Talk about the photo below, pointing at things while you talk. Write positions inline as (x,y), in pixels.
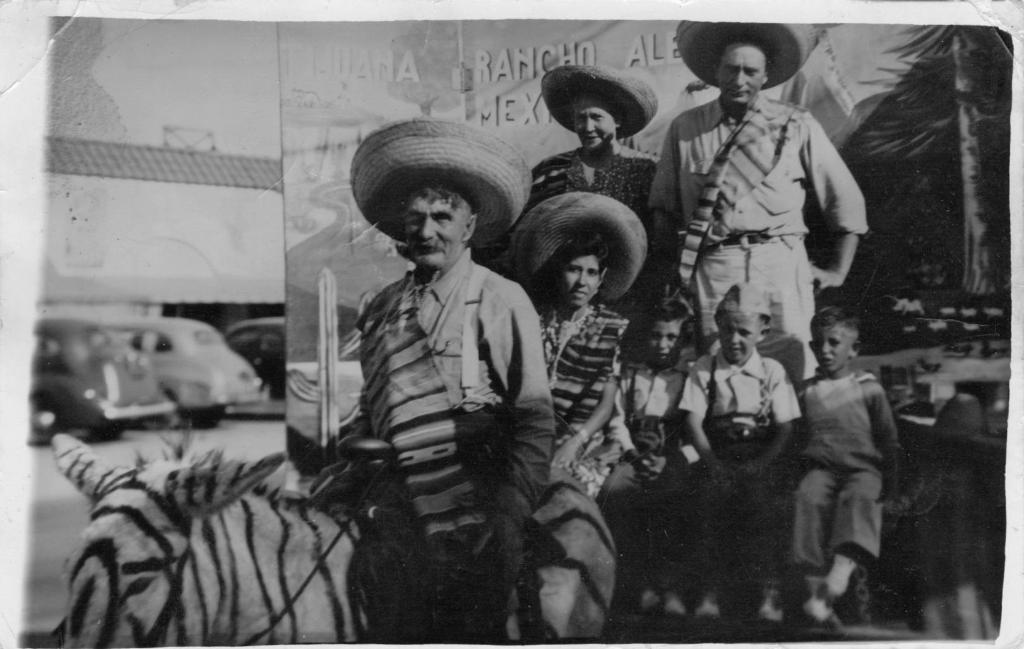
It looks like an old black and white picture. We can see a person (507,552) is riding an animal (322,553) and the animal (573,521) is pulling a cart (670,560). On the cart (698,572) there are some people (663,396) sitting and some people (641,197) are standing. Behind the people (469,459), it looks like a hoarding (320,348) and some vehicles (167,388) parked on the road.
